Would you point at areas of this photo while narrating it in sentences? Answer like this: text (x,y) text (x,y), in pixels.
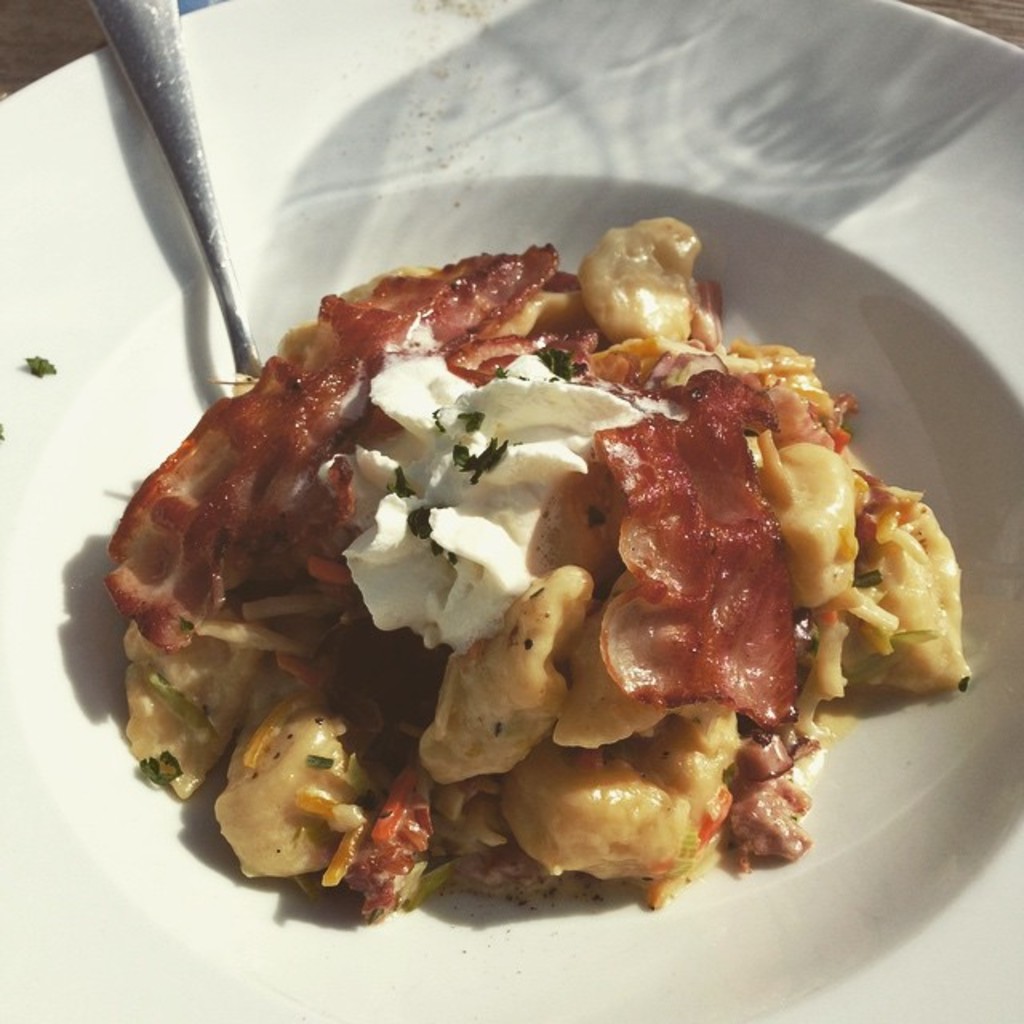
In this image I see food (193,449), which is in the plate (45,83) and I can also see the spoon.
